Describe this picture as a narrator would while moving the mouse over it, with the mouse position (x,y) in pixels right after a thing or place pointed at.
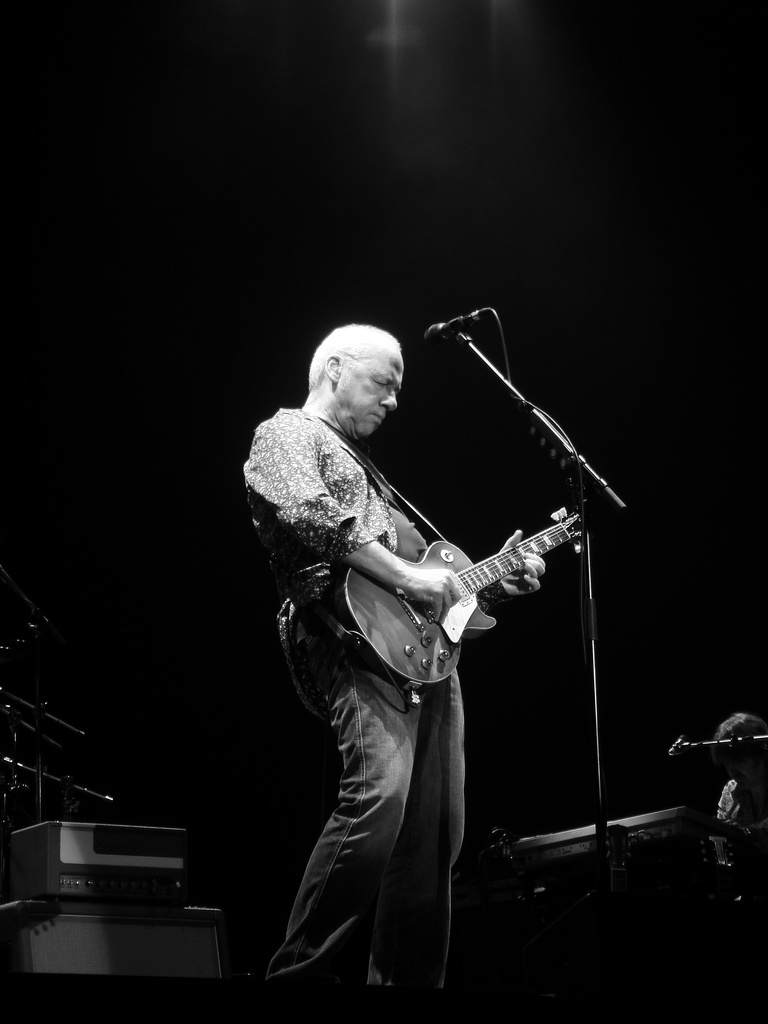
In this picture we can see a man (332,604) who is standing in front of mike (465,325). And he is playing guitar (536,541). And on the background (163,924) we can see some musical instruments (134,913).
